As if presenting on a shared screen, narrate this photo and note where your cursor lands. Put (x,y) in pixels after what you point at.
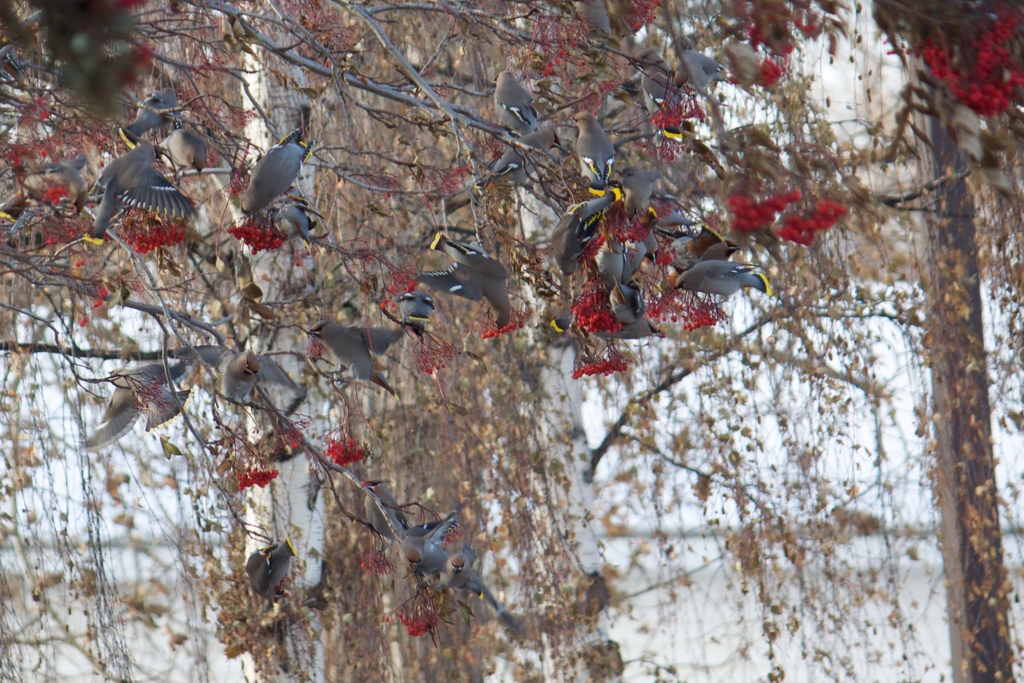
In this image, we can see some trees (263,632). Among them, we can see some birds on one of the trees (531,398). We can see a pole (964,384) on the right (978,429). We can see the sky (628,345).
